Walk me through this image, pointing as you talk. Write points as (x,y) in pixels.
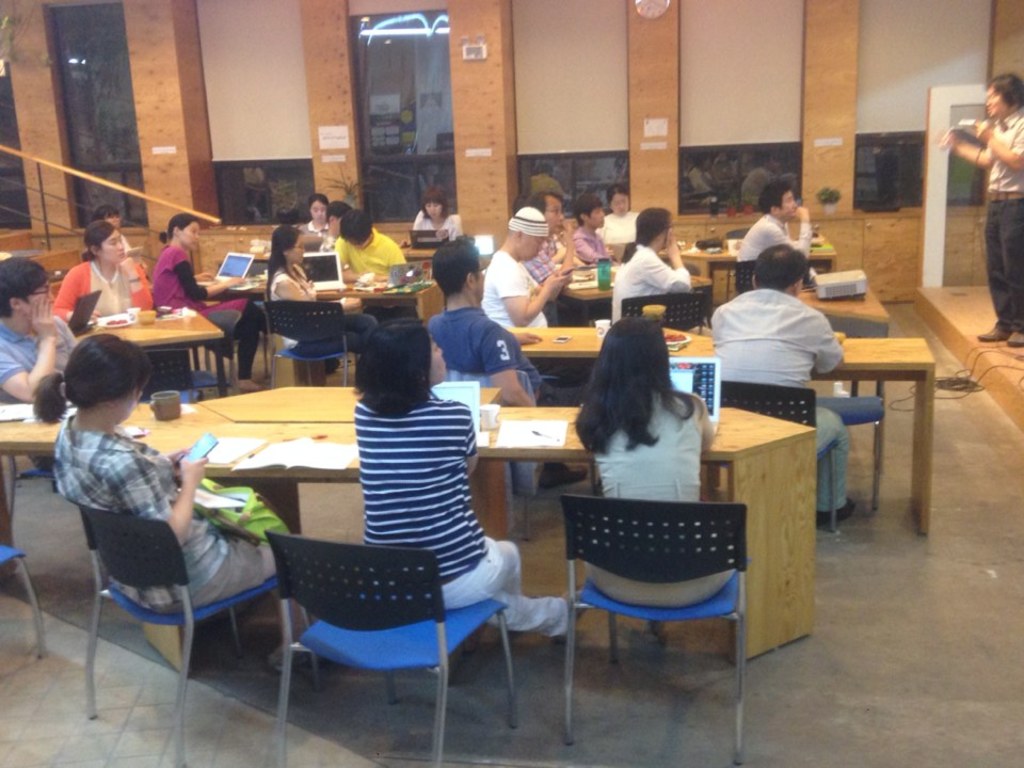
In this image there are group of people (401,541) sitting on the chair (360,614). On the table (295,435) there is a book (295,451), laptop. There is a man (993,211) standing.
